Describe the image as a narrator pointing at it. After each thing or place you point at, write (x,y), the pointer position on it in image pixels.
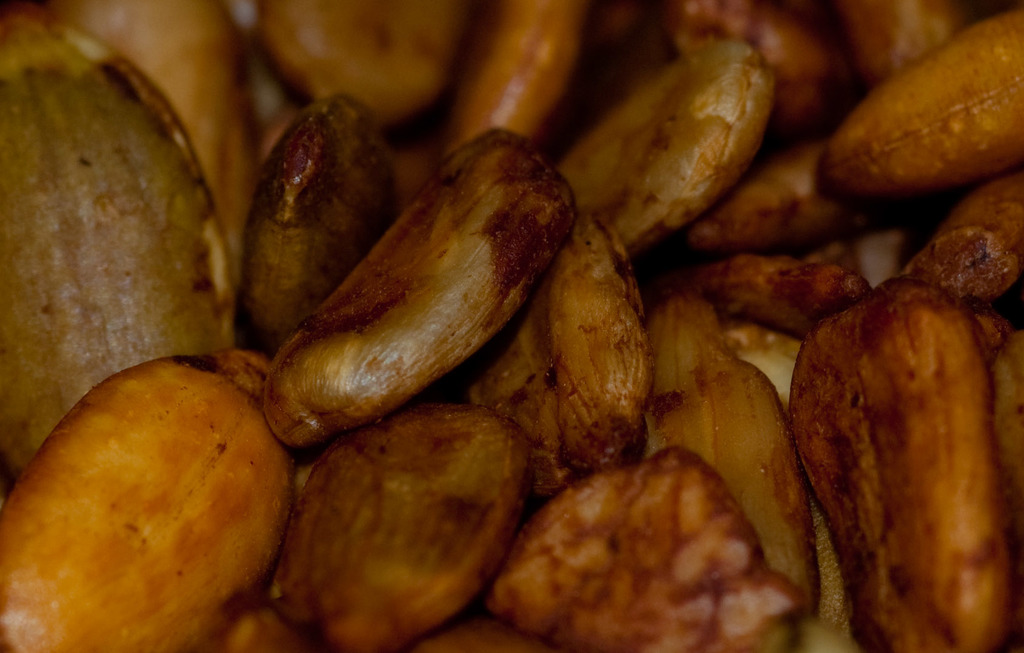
In the picture we can see some seeds (688,505) which are yellow and reddish in color and some are green in color.
